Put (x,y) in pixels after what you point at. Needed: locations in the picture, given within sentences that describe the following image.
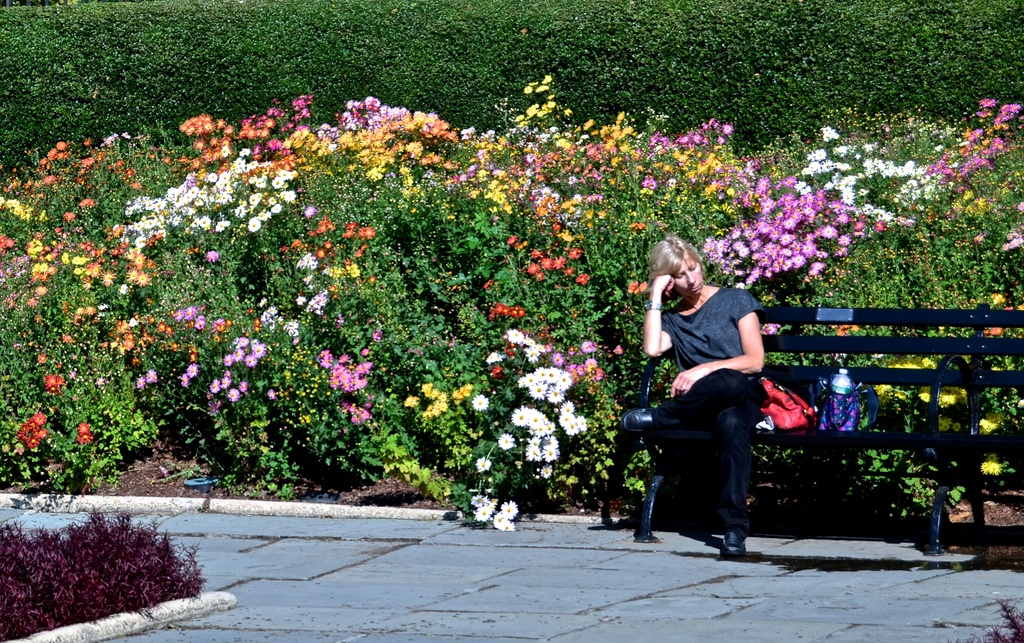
In this picture I see the path (616,565) in front (944,588) and on the right side of this picture (872,372) I see a bench (824,350) on which there is a woman (700,316) sitting and I see the bags (779,423) near to her and on the left side of this image (68,571), I see plants (79,563) which are of dark pink in color. In the background (364,56) I see number of plants (530,140) and bushes (402,39) and I see flowers (250,120) which are of white, yellow, red, pink and orange in color.
